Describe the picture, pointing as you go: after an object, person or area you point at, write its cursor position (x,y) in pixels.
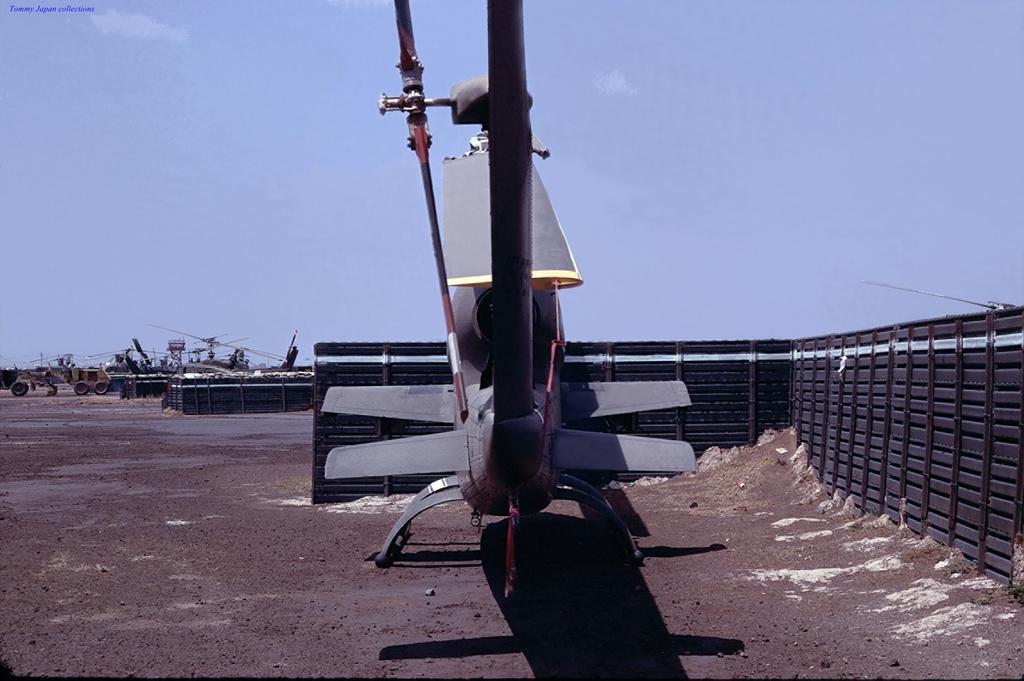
In this picture we can see few vehicles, helicopters (235,355) on the ground (226,477), beside to the vehicles (504,485) we can find fence (819,433), on left top corner (77,12) we can see a watermark (69,10).
